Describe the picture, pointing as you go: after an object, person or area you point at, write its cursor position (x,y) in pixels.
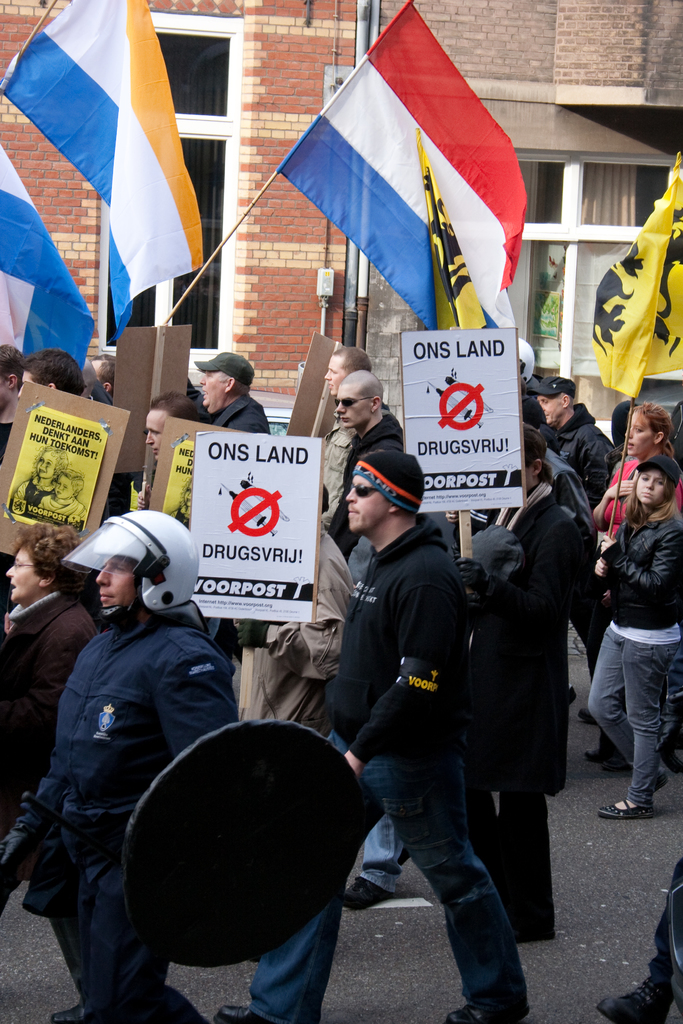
In this picture, we see the people (635,677) are standing. Most of them are holding the placards (18,470) and we see some text (247,590) written on the cards (314,547). The man (106,934) in front of the picture is holding a black color object (239,880) in his hand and he is wearing a white helmet (145,537). We see the people (102,374) are holding the flag poles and the flags (88,46) which are in white, blue, orange, red, yellow and black color. I think they are protesting against something. In the background (348,292), we see a buildings (295,133) which are made up of brown colored bricks (301,108) and we even see a curtain (609,214) and the windows (608,234).
